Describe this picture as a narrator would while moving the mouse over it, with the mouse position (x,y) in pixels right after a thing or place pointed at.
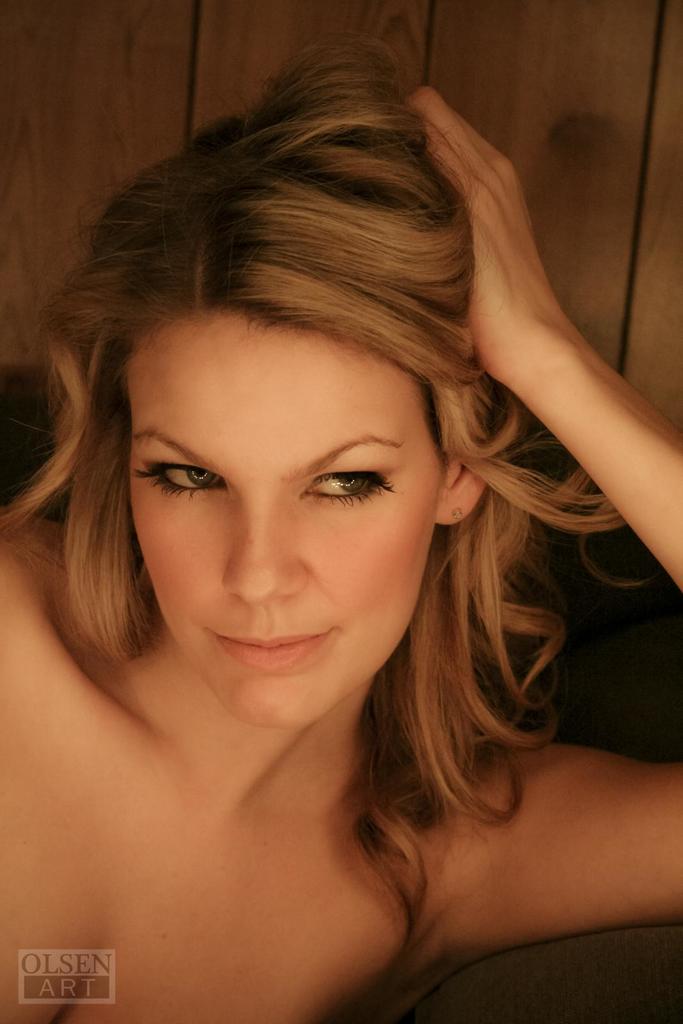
In this image there is a woman (327,579) smiling.
